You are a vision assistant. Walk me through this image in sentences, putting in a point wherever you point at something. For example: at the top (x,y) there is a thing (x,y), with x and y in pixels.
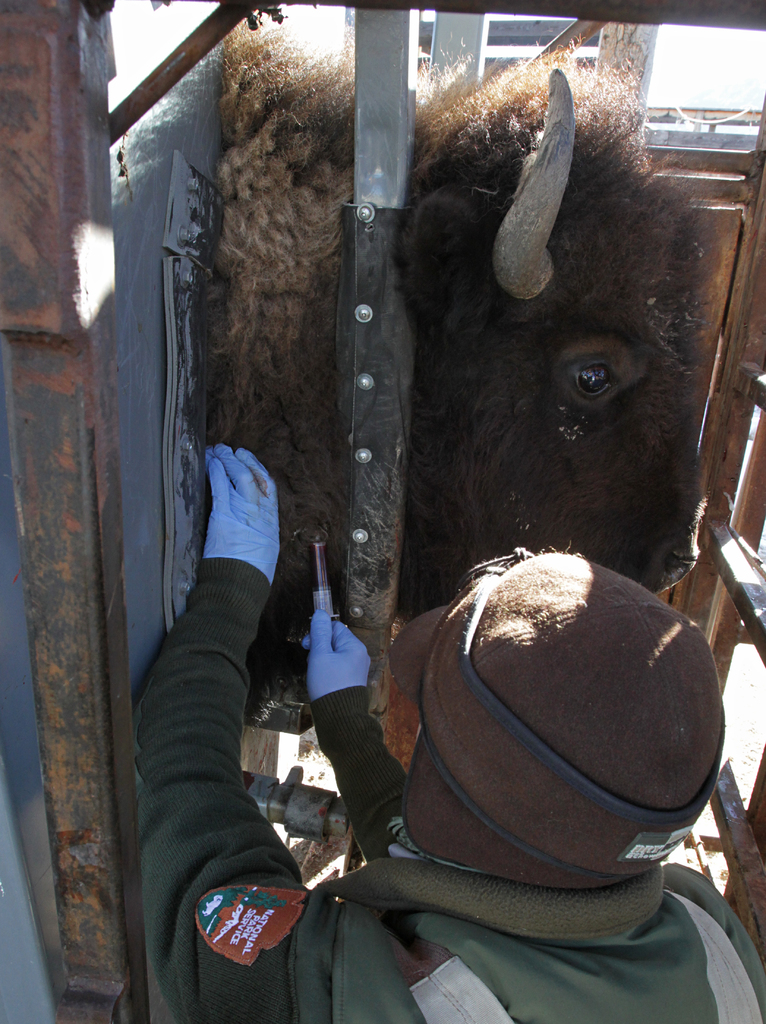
In this image I see a person (323,733) over here who is holding a thing (314,565) and I see a bison (342,602) over here and I see the rods (383,329).
